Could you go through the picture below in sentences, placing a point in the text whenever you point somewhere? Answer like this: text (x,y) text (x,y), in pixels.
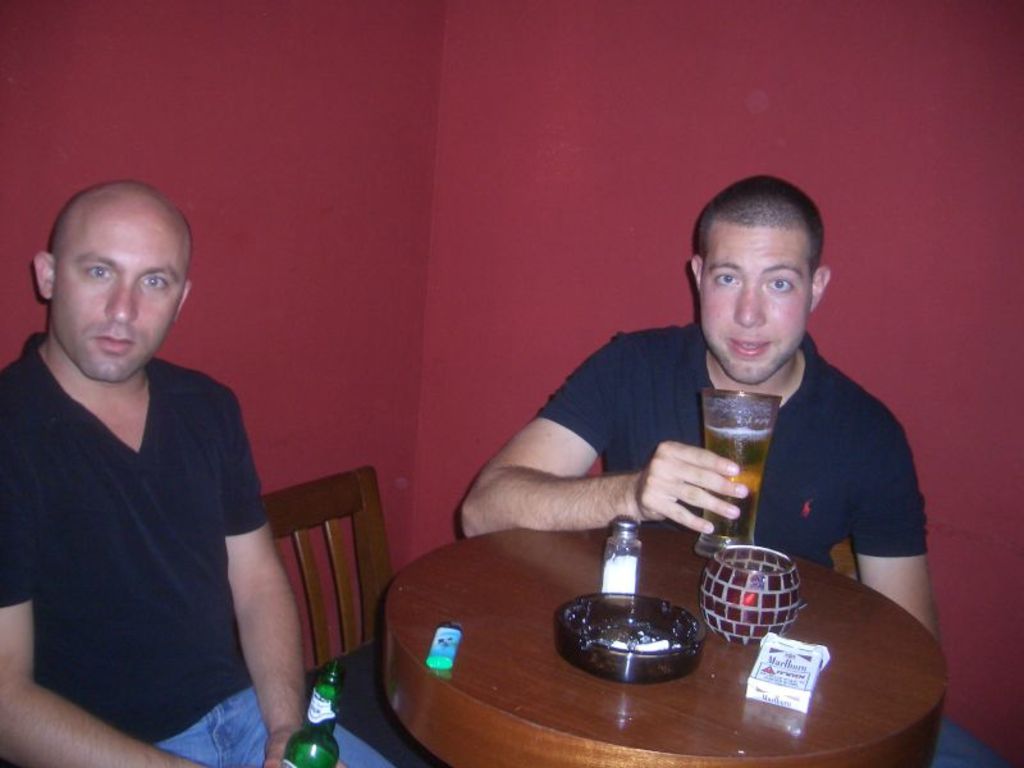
The two person (809,522) are sitting on a chair (347,588). On the left side of the person (96,514) is holding a bottle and on the right side of the person (604,497) is holding a glass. We can see in background (379,293) red color wall (519,338).
